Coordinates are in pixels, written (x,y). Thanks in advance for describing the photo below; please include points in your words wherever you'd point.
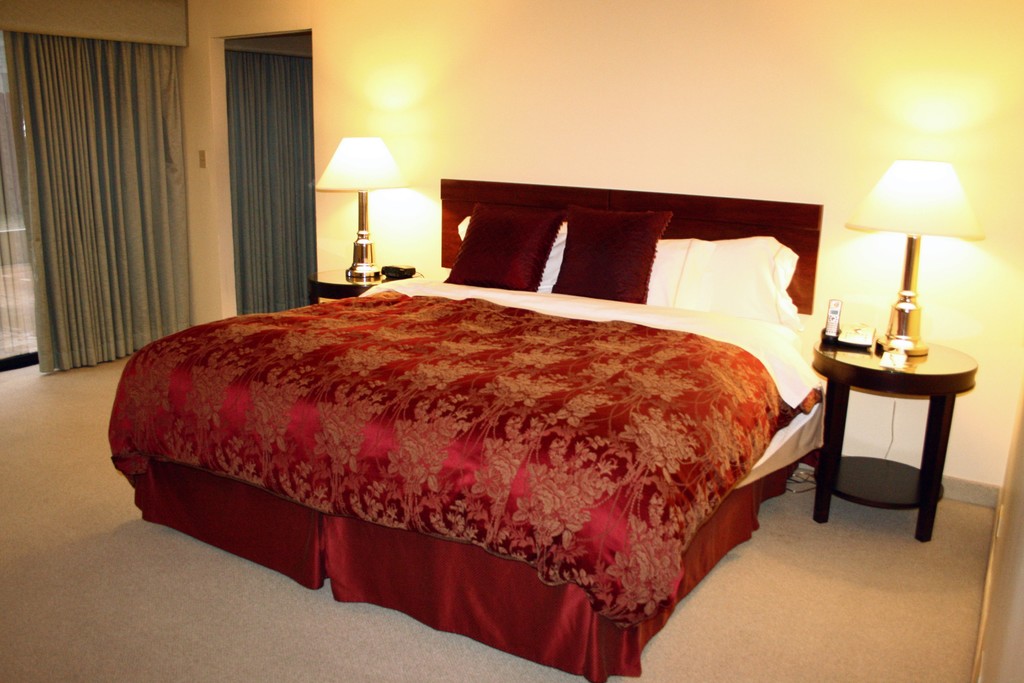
This image is taken in a bedroom (600,482). On the bed (593,486) there is a blanket (593,486) and pillows (580,268). There is a lamp (380,178) on the table (833,409) on both sides of the bed (819,407). Image also consists of curtains (110,175). There is a plain wall (650,96). Floor (191,618) is also visible.
